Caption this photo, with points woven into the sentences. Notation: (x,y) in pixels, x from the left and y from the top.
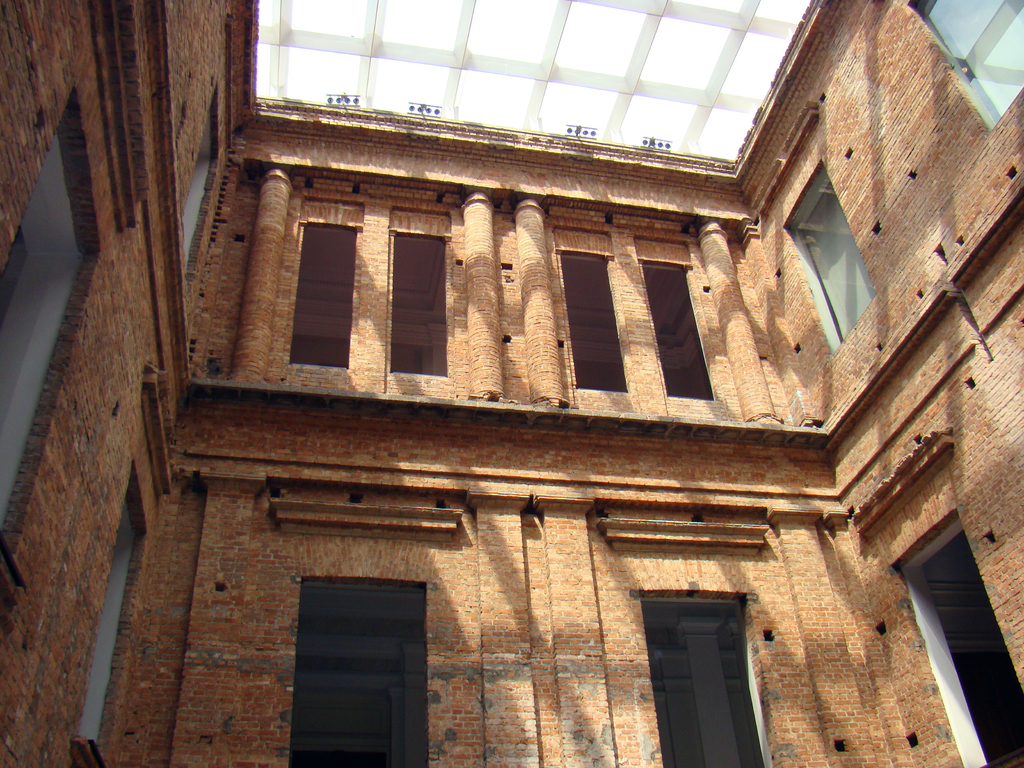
In this picture we can see a building (721,52) and windows (831,242).
